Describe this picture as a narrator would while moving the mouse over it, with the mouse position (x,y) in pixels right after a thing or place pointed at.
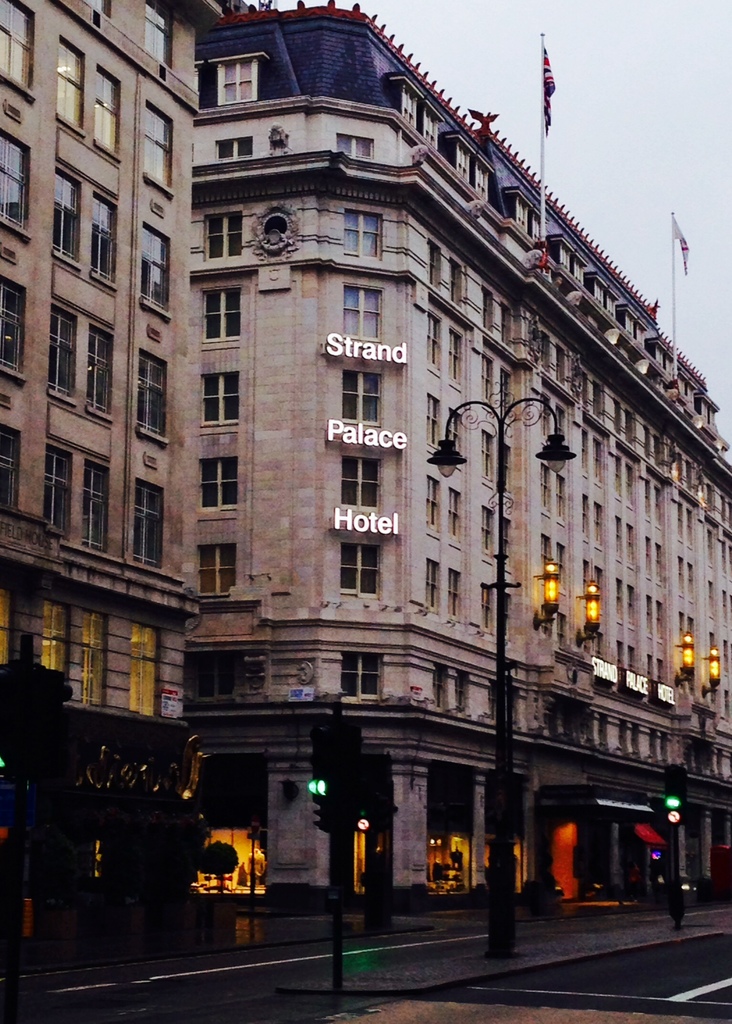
In this picture, we can see buildings (298,501) with windows (234,320), doors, stores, and we can see some text (376,527) on the buildings (351,458), flags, poles (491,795), lights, signal poles (12,771), and we can see road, and the sky (550,147).
